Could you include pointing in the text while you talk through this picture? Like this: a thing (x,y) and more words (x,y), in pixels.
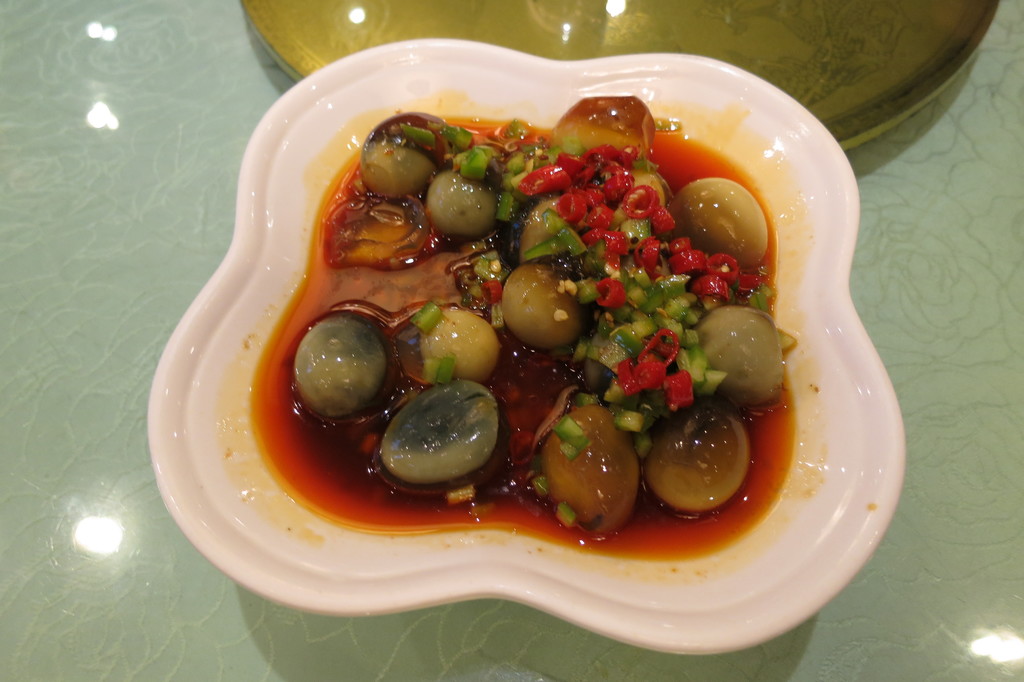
In this image there is food (529,362) in the plate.
